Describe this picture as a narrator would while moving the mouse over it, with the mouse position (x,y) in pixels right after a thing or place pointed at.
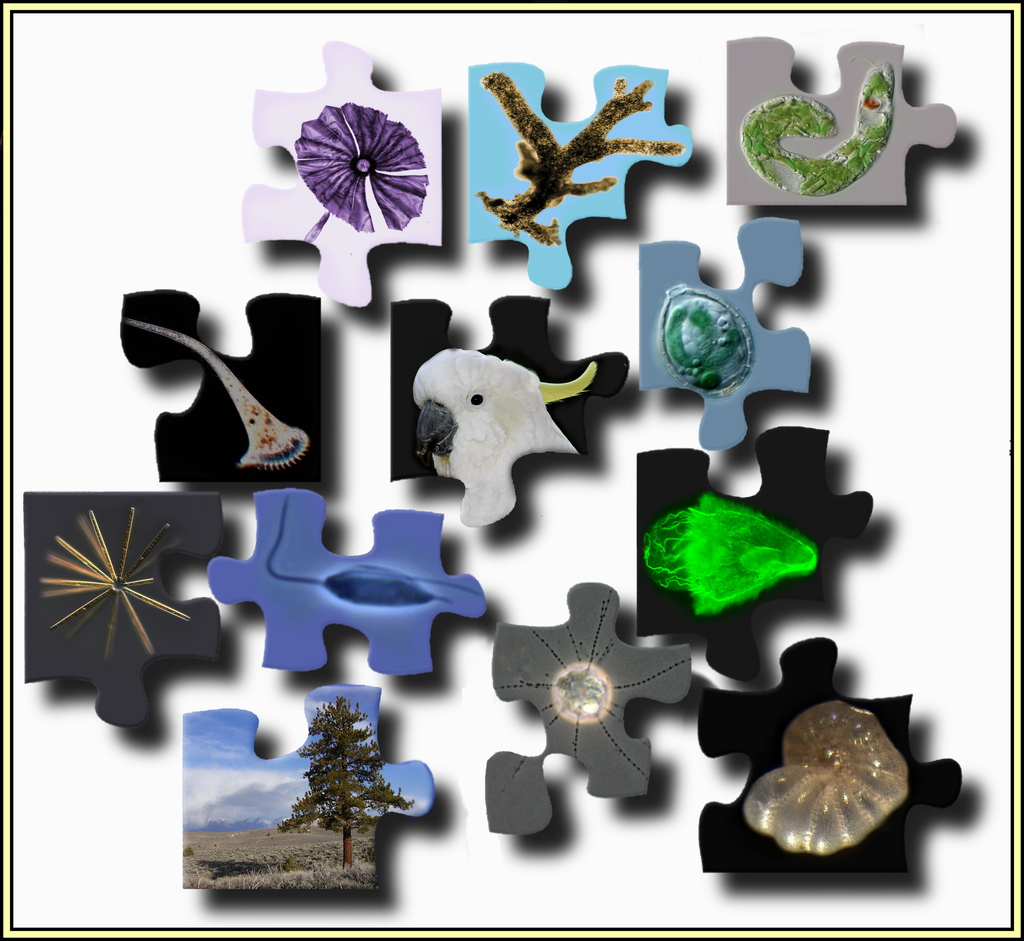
In this picture we can see jigsaw puzzle pieces (655,364) on the white surface (508,576).
